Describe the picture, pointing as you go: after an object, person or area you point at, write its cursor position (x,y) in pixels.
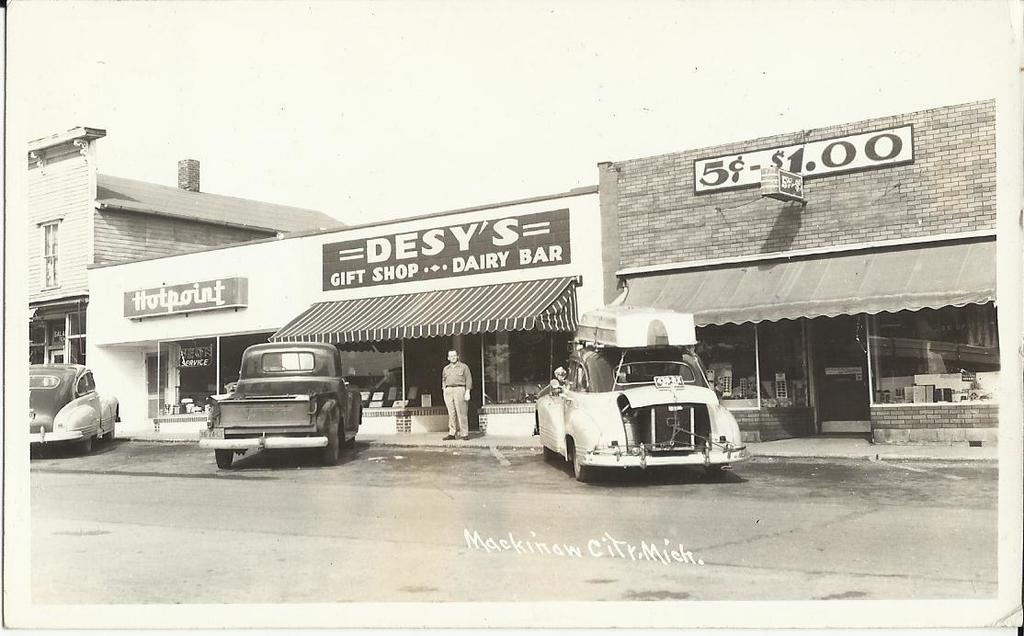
In this image I can see the road (404,513). To the side of the road (404,513) there are many vehicles (350,415) and the stalls (321,303) and also the buildings (51,270). There are the boards (418,271) to the stalls (359,320). I can see one person (457,408) standing in-front of the stall (424,280). In the background (398,96) I can see the sky (509,148) and this is a black and white image.
